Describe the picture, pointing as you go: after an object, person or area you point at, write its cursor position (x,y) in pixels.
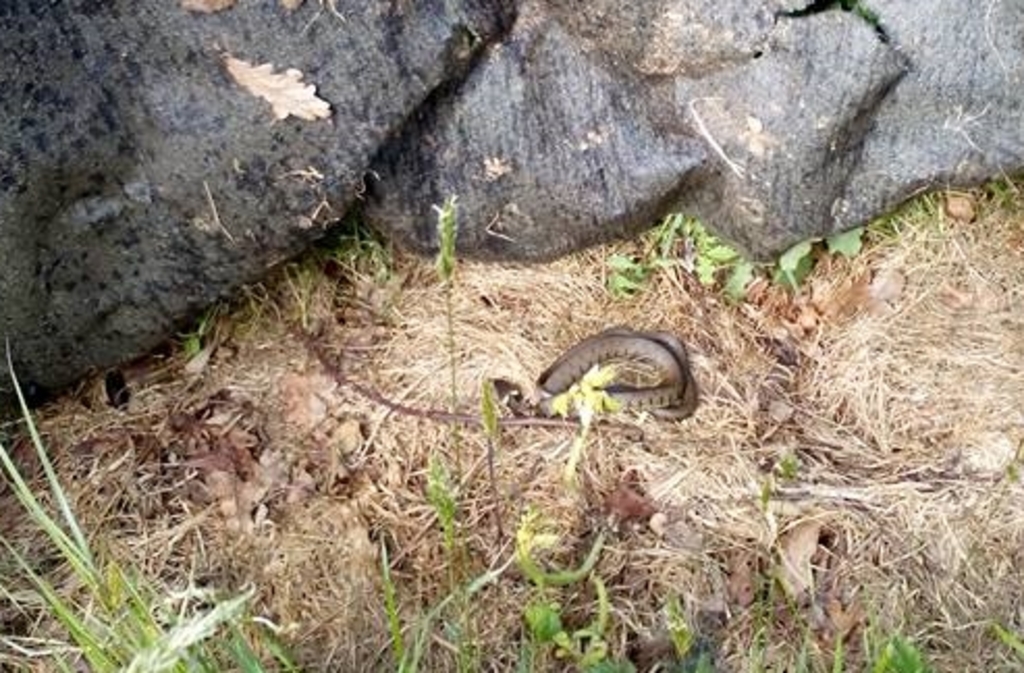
In this picture we can see a snake (581,367) on the grass path (515,438) and in front of the snake (596,346) there are plants (398,618) and behind the snake (612,343) there is a rock (36,58).
